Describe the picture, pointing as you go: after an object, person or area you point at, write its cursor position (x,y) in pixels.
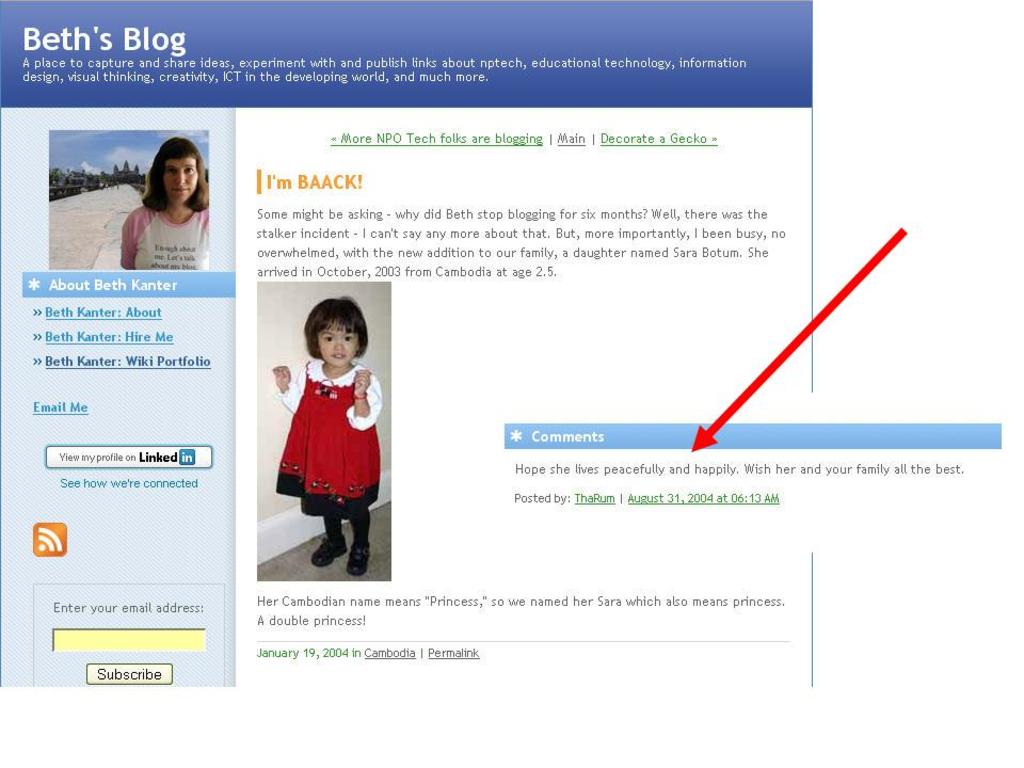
This image consists of a screenshot of a screen (426,282). In which we can see the pictures (329,335) of two persons (325,557) along with the text (272,238).
